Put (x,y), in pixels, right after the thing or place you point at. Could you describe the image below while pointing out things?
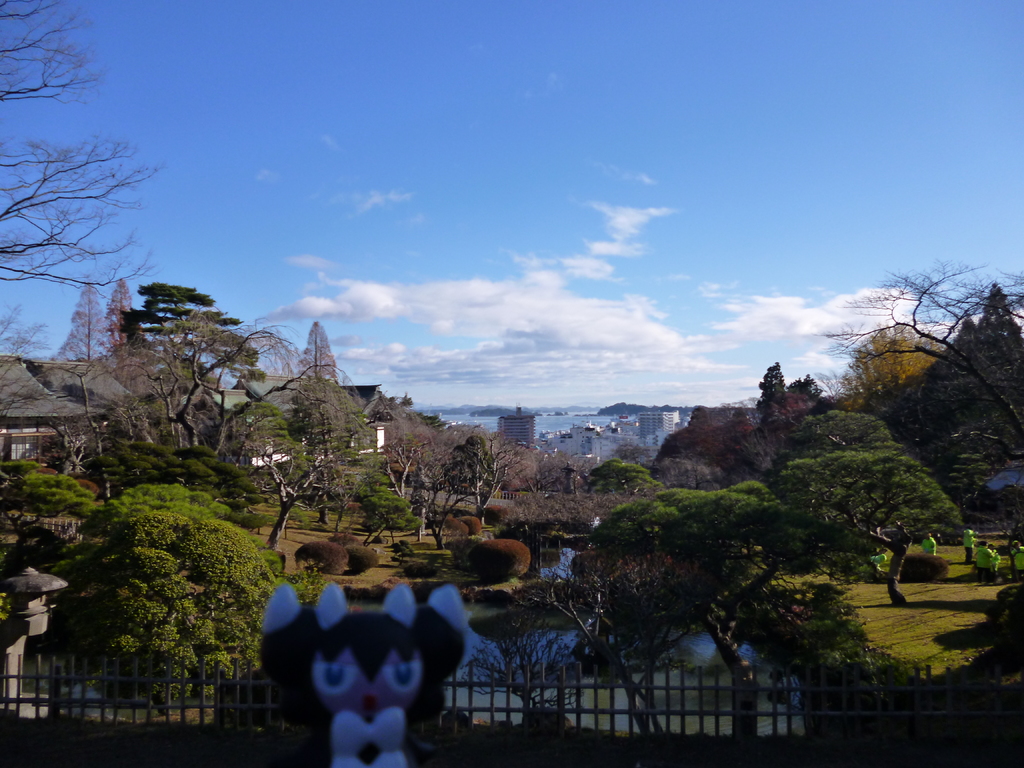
In this image I can see there are trees (890,496) and bushes (179,505) visible in the middle (533,499) and I can see persons (977,570) on right side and at the top (343,253) I can see the sky (21,222) and at the bottom (392,690) I can see fence (235,690) and toy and in the middle (652,422) there are buildings (544,433) visible.
